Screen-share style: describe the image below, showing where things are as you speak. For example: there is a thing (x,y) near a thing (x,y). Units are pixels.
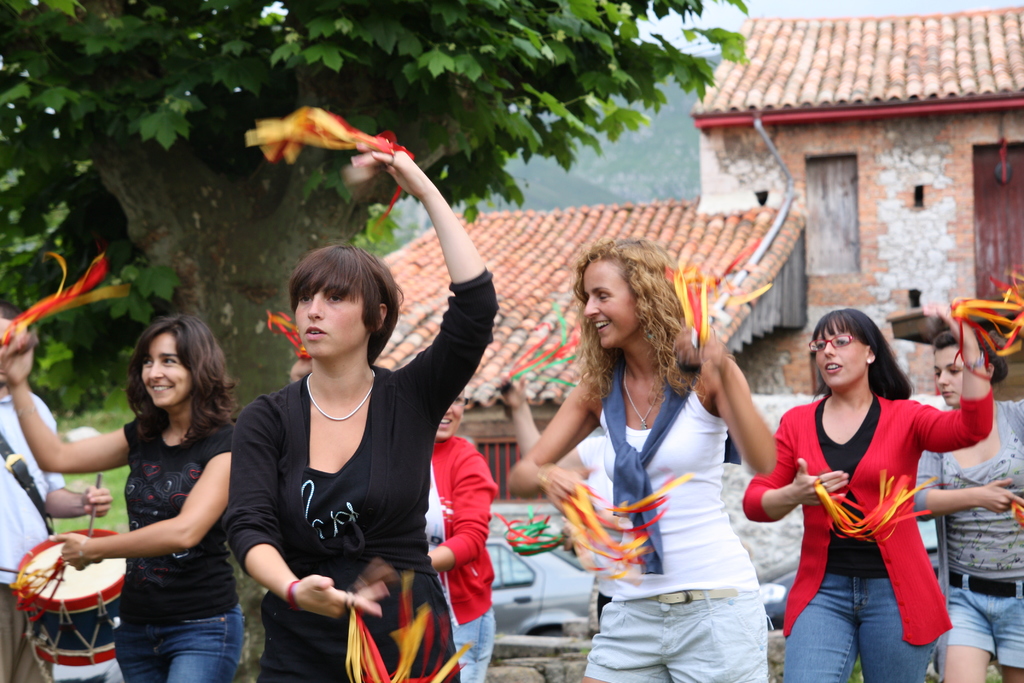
In this image we can see people (214,474) standing and holding pom poms (552,356). On the left (23,533) there is a person (23,533) wearing a drum (57,587). In the background (280,234) there is a shed (690,240), trees (216,258) and sky (728,16).
